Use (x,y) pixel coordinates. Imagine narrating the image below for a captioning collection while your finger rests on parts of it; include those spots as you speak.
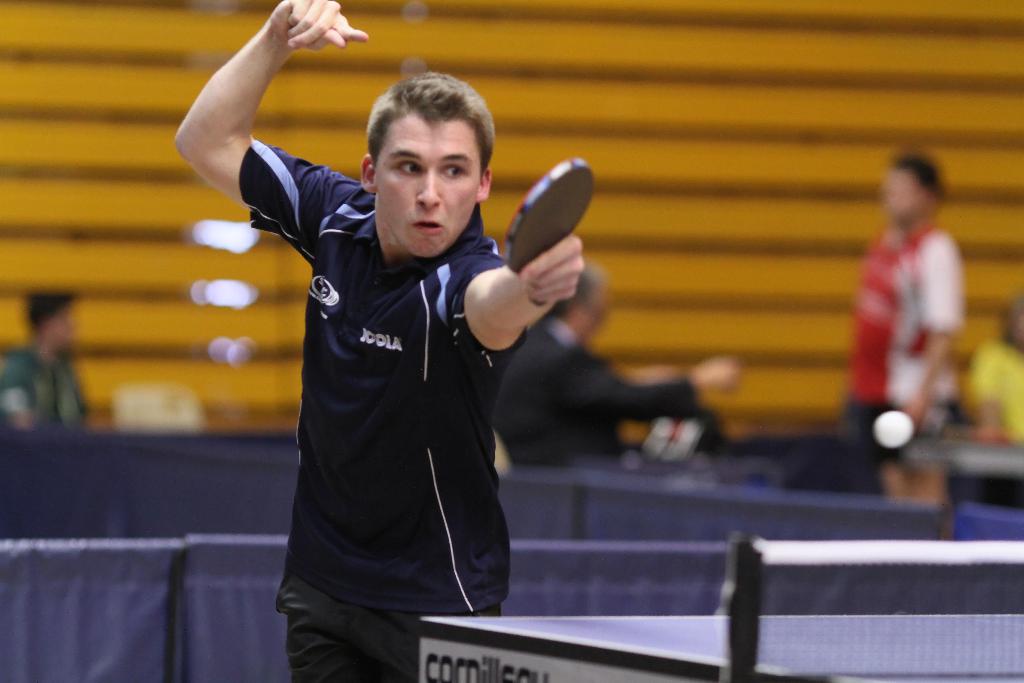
In the image we can see there is a man (391,219) who is holding a table tennis bat (531,208) and in front (864,600) there is a table tennis net (800,616) and at the back (18,374) there are people (572,362) who are standing and the image is blur.
